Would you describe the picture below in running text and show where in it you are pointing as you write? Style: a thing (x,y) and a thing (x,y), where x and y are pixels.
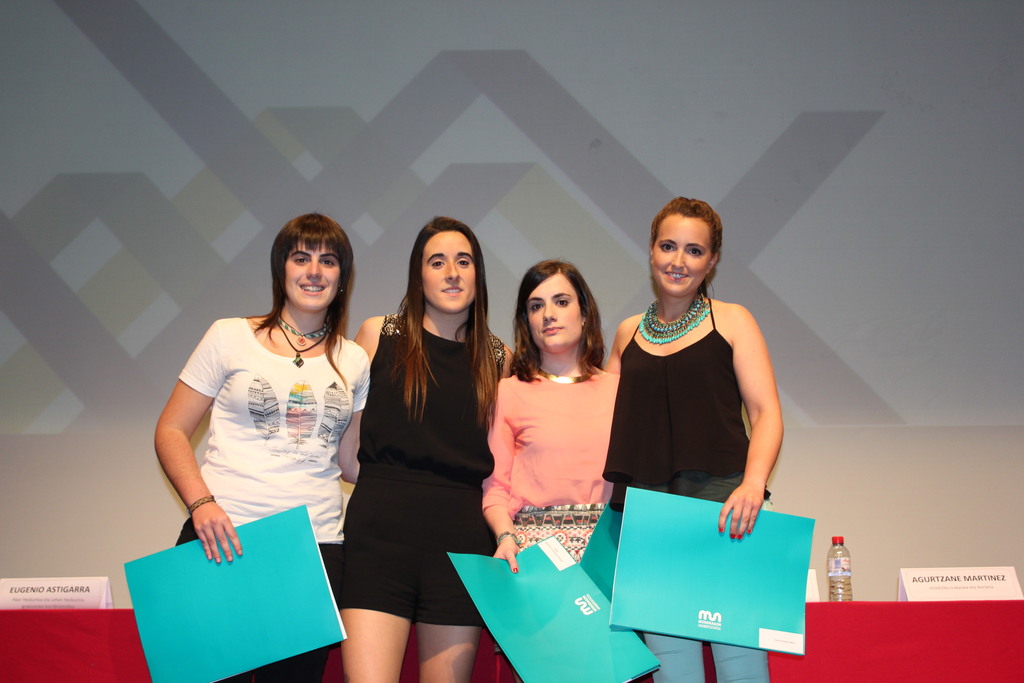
In this image I can see few women (519,430) wearing black, pink, white and blue colored dresses (506,430) are standing and holding few blue colored objects (492,565) in their hands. I can see a red colored object (921,666) behind them with few white colored boards (933,593) and a bottle (831,587) on it. In the background (885,331) I can see a huge screen (624,150).
